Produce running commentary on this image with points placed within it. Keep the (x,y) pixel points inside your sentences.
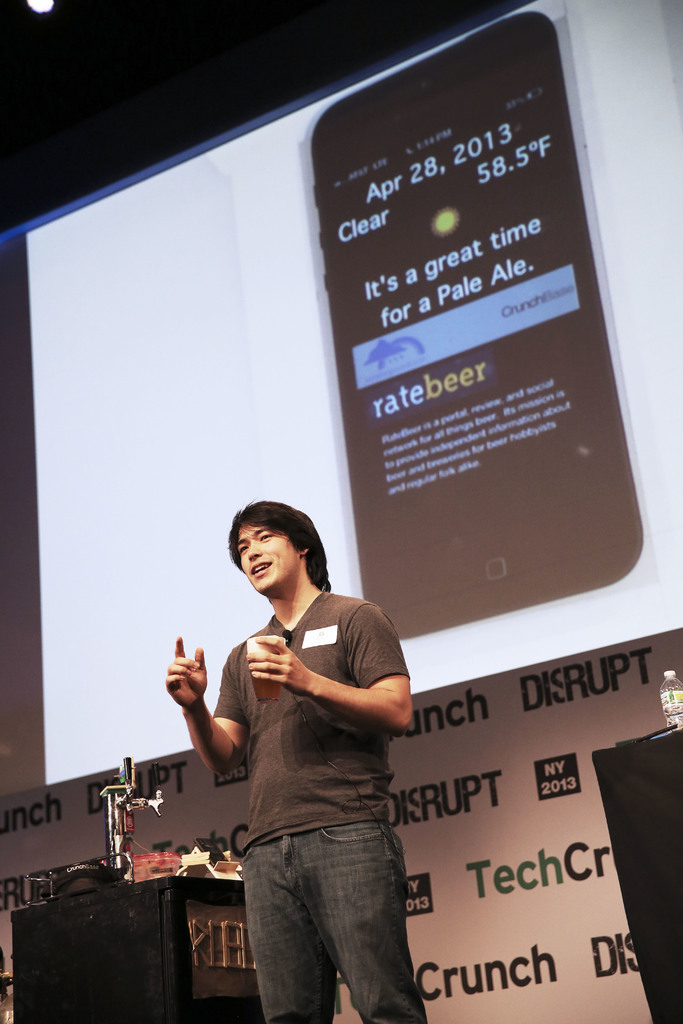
In this image we can see a person (320,701) wearing brown color T-shirt (299,750), black color jeans (318,868) standing holding some glass (278,690) in his hands (296,687) and at the background of the image (193,847) there are some objects (205,853) on the desk (188,878), there is water bottle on the wooden block (631,757) and there is projector screen (284,396).
